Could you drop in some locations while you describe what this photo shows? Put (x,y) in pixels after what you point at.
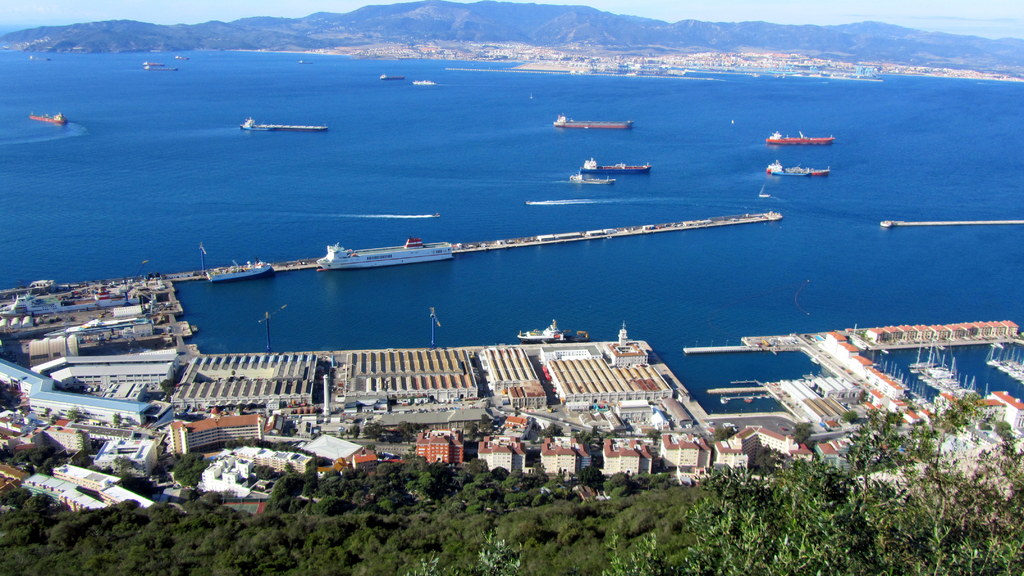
In this image there are buildings (384,410) and trees (437,505), there are a few boats (776,163) on the sea (649,211). In the background (585,26) there are mountains (1008,48) and the sky (967,30).
